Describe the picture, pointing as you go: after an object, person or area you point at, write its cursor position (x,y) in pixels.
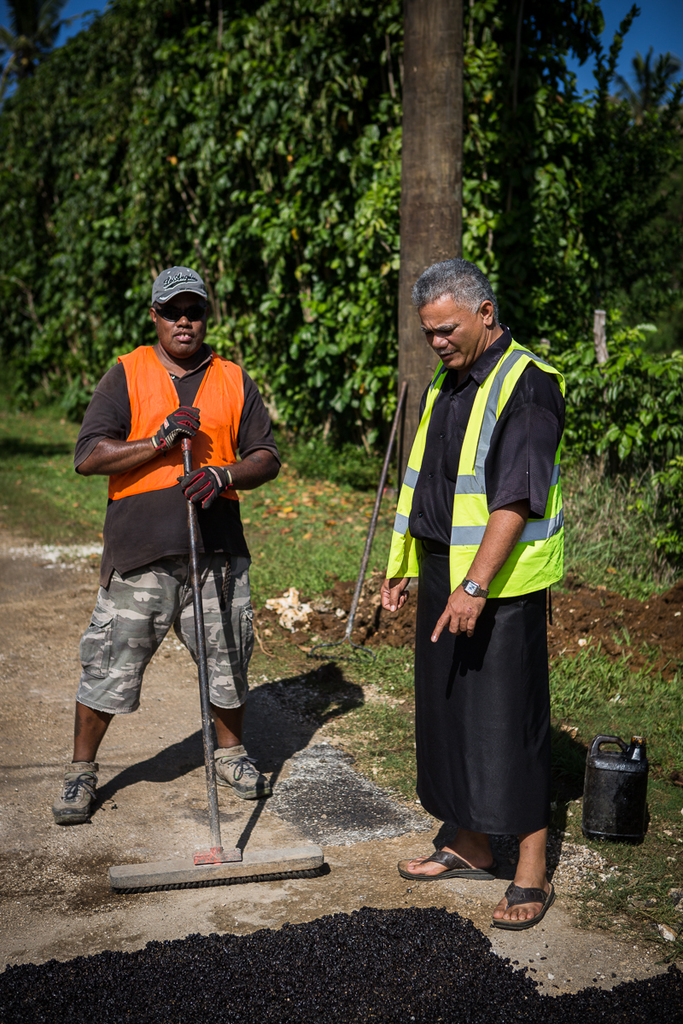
In this image in the center (450,635) there are two persons (394,557) who are standing and one person (206,604) is holding a brush (212,761), on the right side (593,798) there is one can (616,790). At the bottom (393,849) there is road (321,729) and grass (411,648), in the background (344,215) there are some trees (224,74).
